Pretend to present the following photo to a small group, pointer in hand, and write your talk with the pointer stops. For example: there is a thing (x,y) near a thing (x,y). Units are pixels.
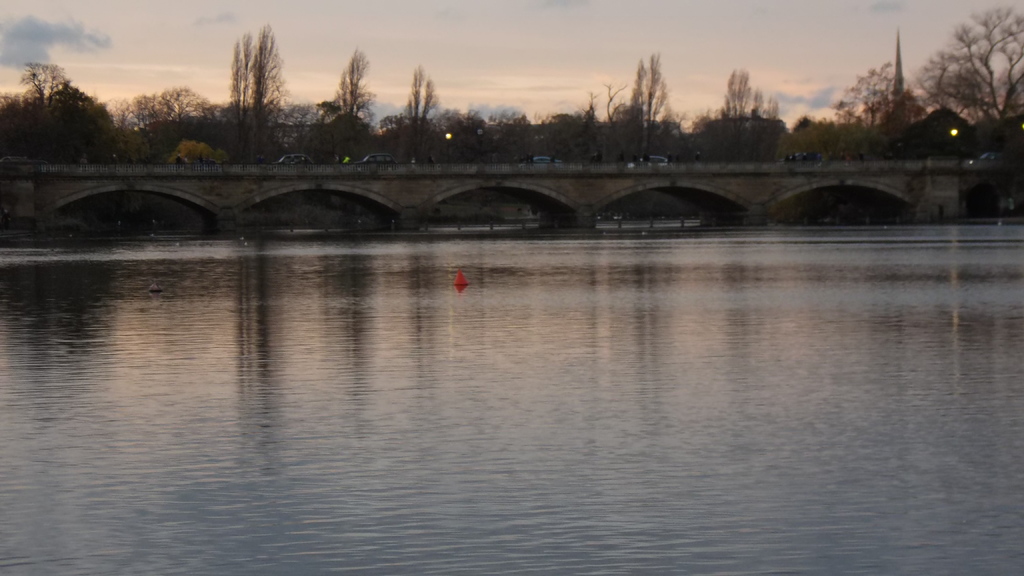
In the center of the image (378,199) there is a bridge (571,223) and we can see vehicles (389,164) on the bridge (475,188). In the background (316,160) there are trees (454,116) and sky (459,106). At the bottom (87,486) there is water (688,427).
